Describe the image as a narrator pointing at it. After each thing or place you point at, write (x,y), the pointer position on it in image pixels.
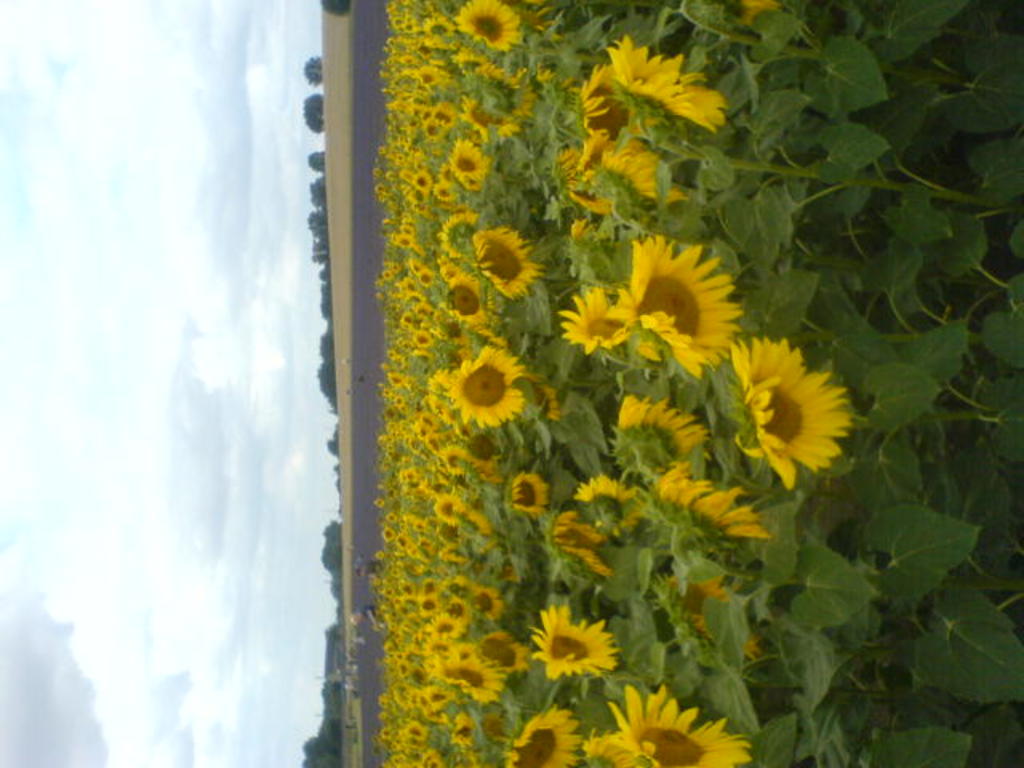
In this picture I can observe sunflowers (494,675) and plants (603,364) on the ground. In the background (305,727) there are trees (320,124) and some clouds (201,368) in the sky (121,304).
